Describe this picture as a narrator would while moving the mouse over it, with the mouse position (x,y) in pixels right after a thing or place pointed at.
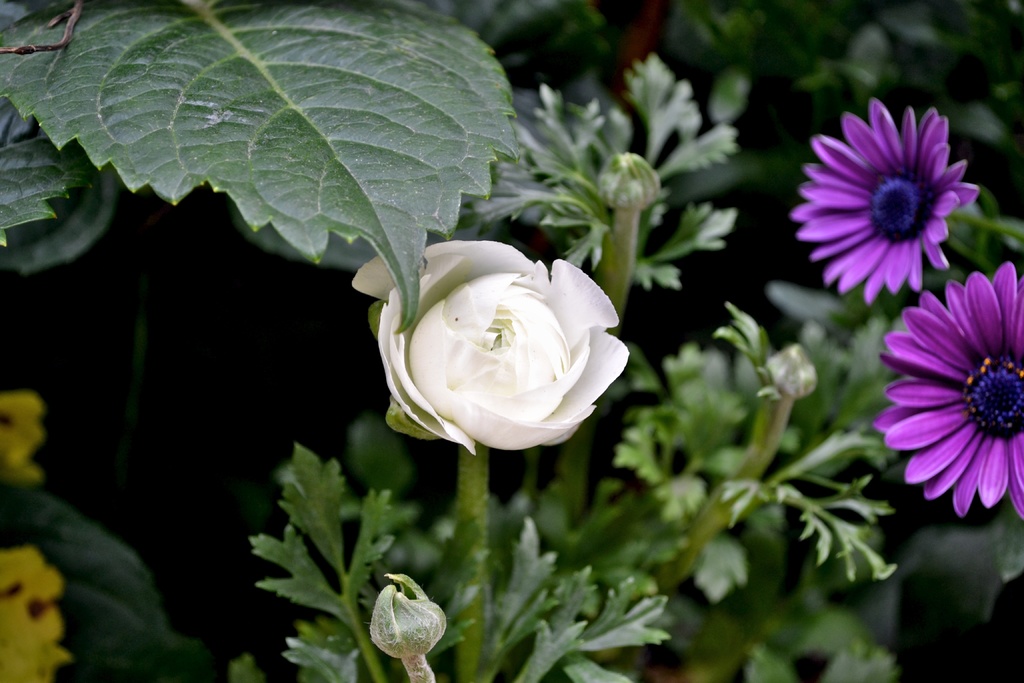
In this picture, we see plants (681,476) which have flowers (549,393) and buds (620,172). These flowers (527,360) are in white, violet and yellow color. In the background (760,168), we see the trees (730,59) or plants (681,83). This picture is blurred in the background (665,70).
